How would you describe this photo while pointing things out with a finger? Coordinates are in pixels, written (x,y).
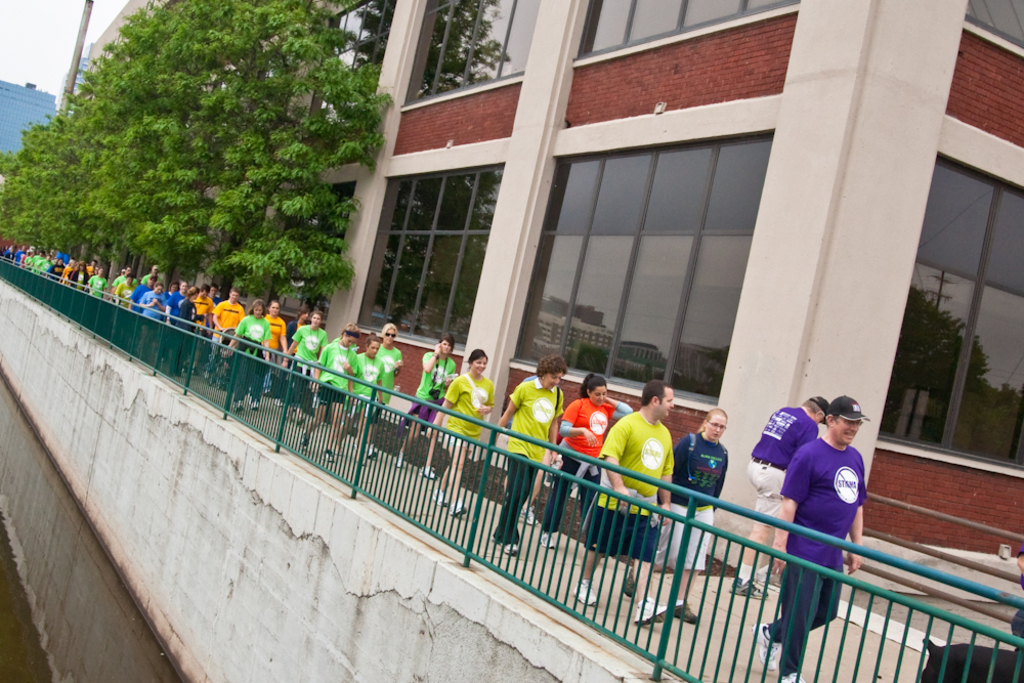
In this picture I can see there are few people (57,262) walking here at right side (704,498) and there is a railing (192,322) and there is a building (777,212), it has windows (725,228) and they are glass windows (461,181) and there are a trees (129,96) and the sky (51,51) is clear. There is a lake (26,671) here at left side (28,553).
